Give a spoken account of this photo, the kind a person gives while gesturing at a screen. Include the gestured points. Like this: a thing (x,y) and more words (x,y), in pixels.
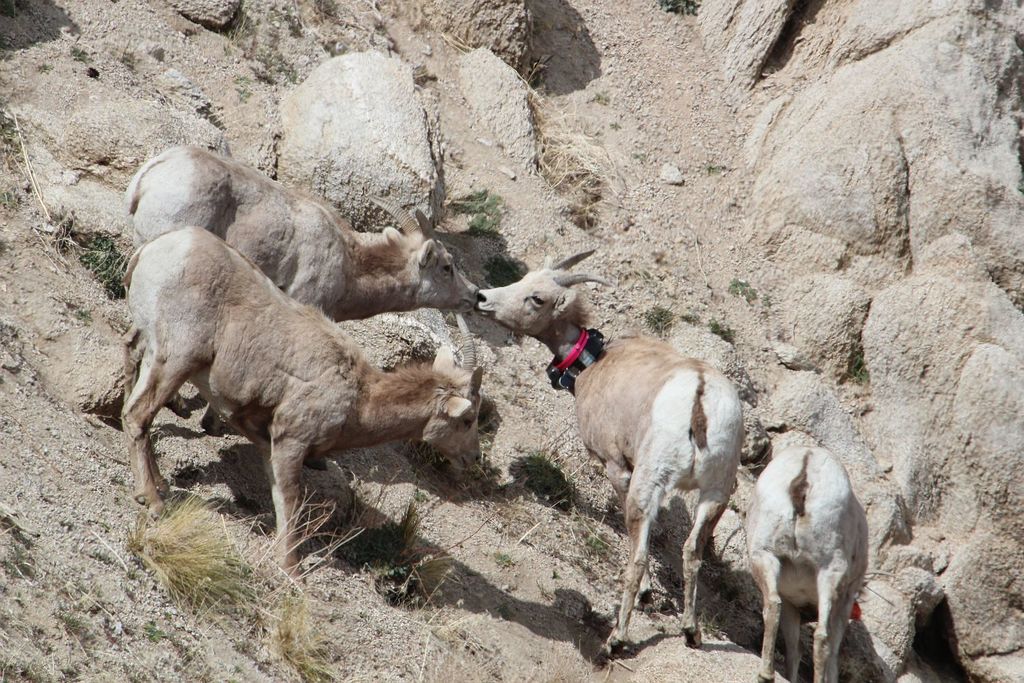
This image consists of animals (391,441). At the bottom (547,615), there are rocks (204,659).
